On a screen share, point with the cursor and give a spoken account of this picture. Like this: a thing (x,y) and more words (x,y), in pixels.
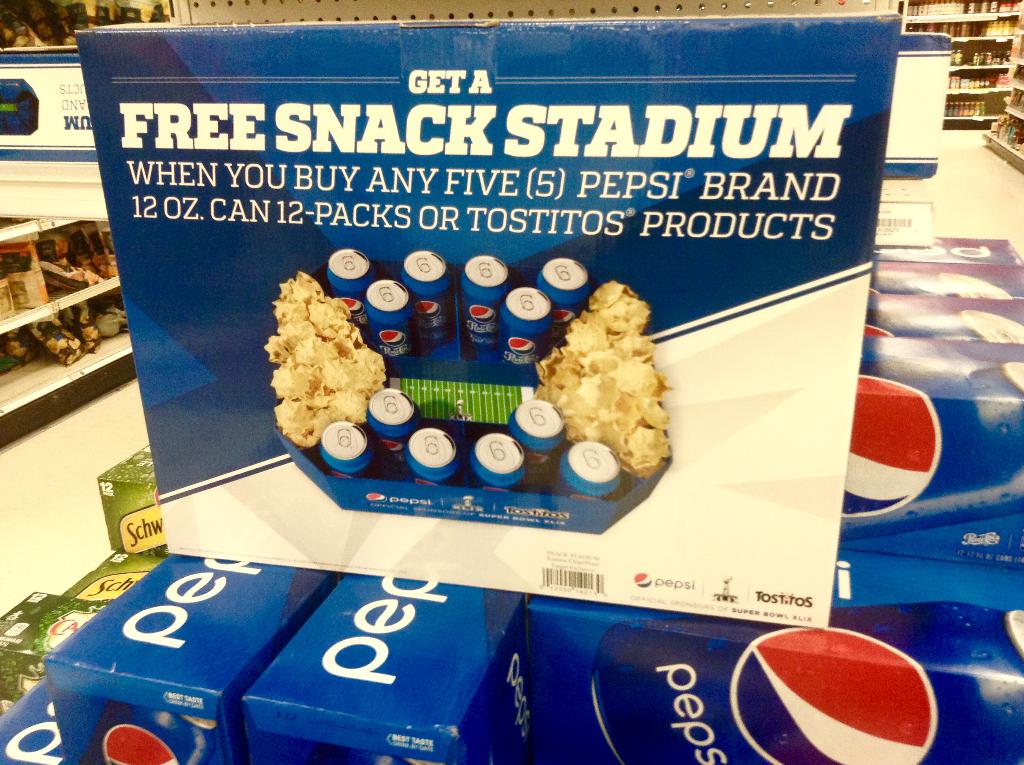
There are packets (523,616) with something written on that. Also there is logo (814,697). In the back (23,251) there are racks (46,310) with some items (59,254) in that.
